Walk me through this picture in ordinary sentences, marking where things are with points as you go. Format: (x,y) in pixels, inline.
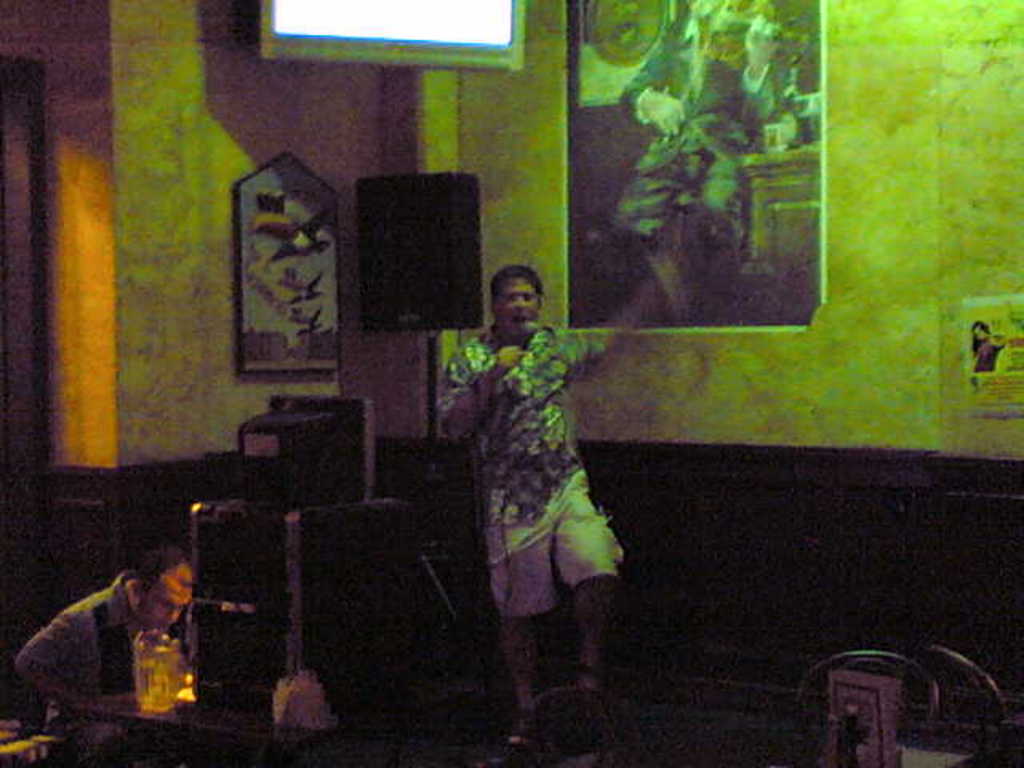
In this picture, we see a man (565,463) is standing and he is holding the microphone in his hand (504,351). He might be singing on the microphone (523,336). Beside him, we see a speaker box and we see an object (391,551) in black color. On the left side (71,671), we see a man (82,635) sitting on the chair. In front of him, we see a table (160,713) on which an object (146,682) is placed. In the background (707,385), we see a wall (735,362) on which the photo frames (676,292) and a poster (984,370) are placed. In the right bottom (889,652), we see an object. This picture might be clicked in the dark.
